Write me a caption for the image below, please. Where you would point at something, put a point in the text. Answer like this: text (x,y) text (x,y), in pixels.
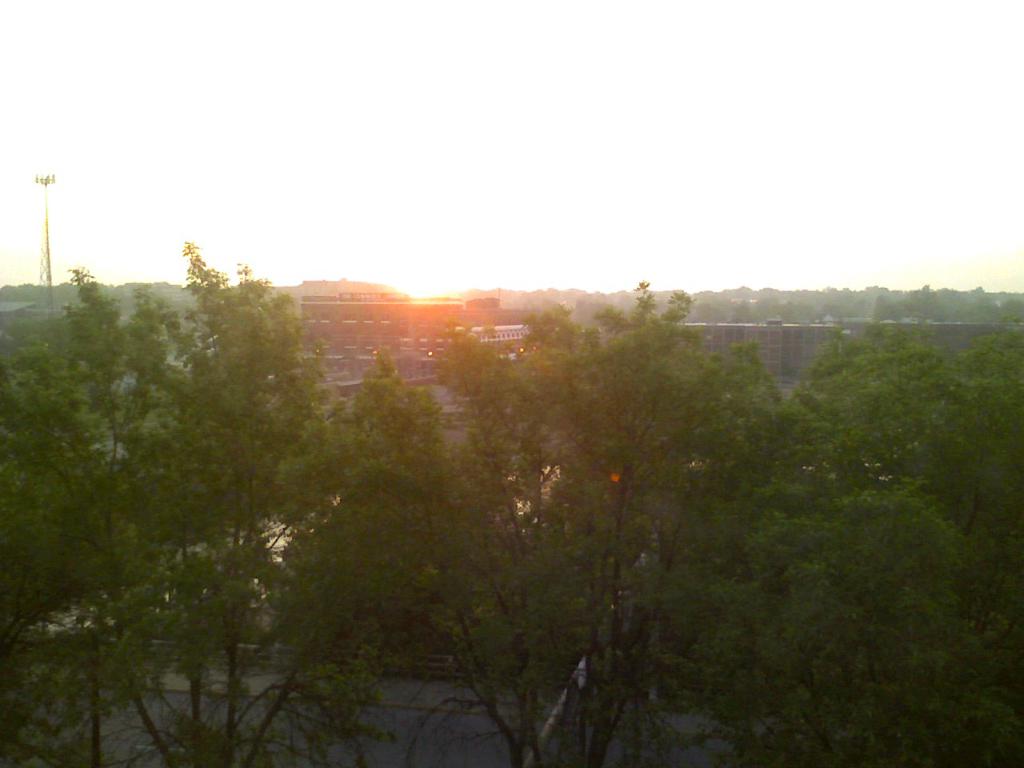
In this image I can see few trees (237,312) in green color. In the background (378,344) I can see few buildings (484,328) and the tower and the sky (365,142) is in white color.
